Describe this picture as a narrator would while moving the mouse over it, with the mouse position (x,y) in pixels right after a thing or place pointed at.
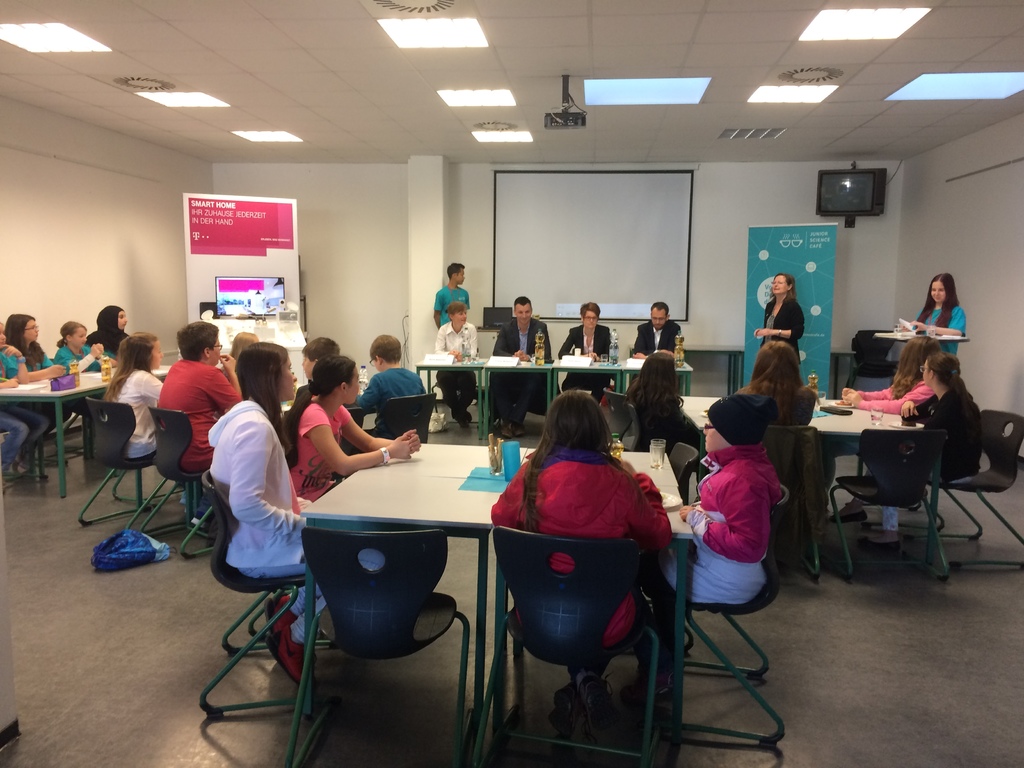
In this picture we can see some persons (473,398) sitting on the chairs (378,550). This is table (398,510). On the table (557,370) there are bottles (681,343). This is floor (933,678). On the background (618,251) there is a screen (567,240) and these are the banners (820,251). Here we can see some lights (882,27).
